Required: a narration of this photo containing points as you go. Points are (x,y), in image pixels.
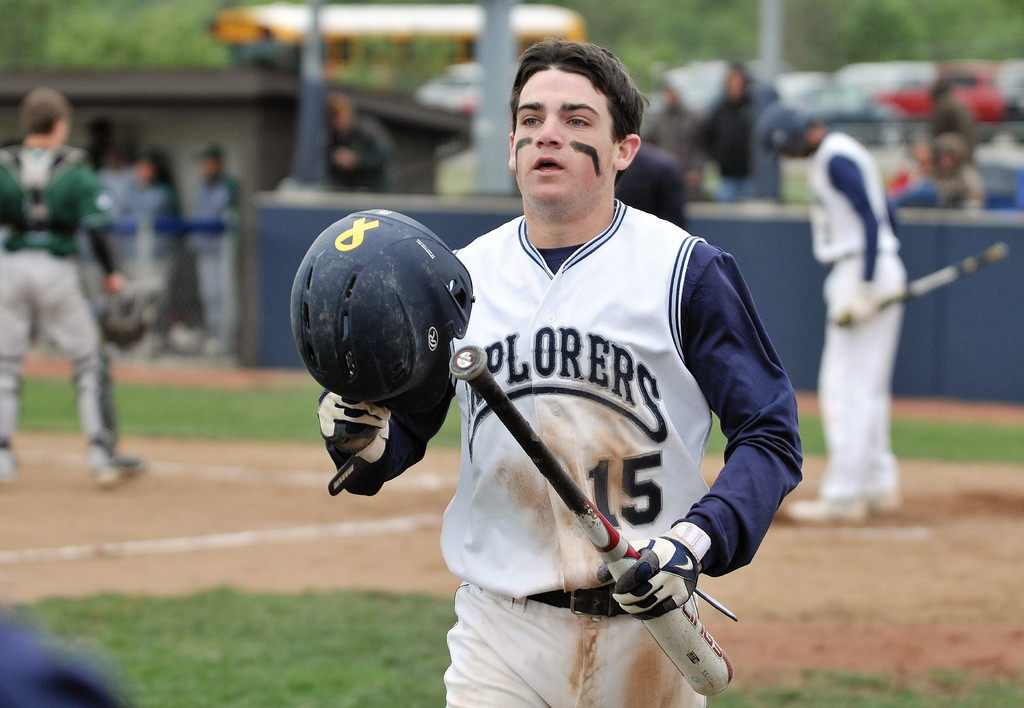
In this picture I can see there is a man (528,152) walking here and he is wearing a white jersey (642,308), a white pant (484,648) and he is holding a baseball bat (486,384) in his left hand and holding a helmet (351,326) in his right hand (377,423), in the backdrop (819,245) on to right (823,230) there is a man (855,210) standing, he is wearing a white jersey (843,235), a pant (861,350) and wearing a helmet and holding a baseball bat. There is another person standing on to left (62,344) and the backdrop is blurred.
